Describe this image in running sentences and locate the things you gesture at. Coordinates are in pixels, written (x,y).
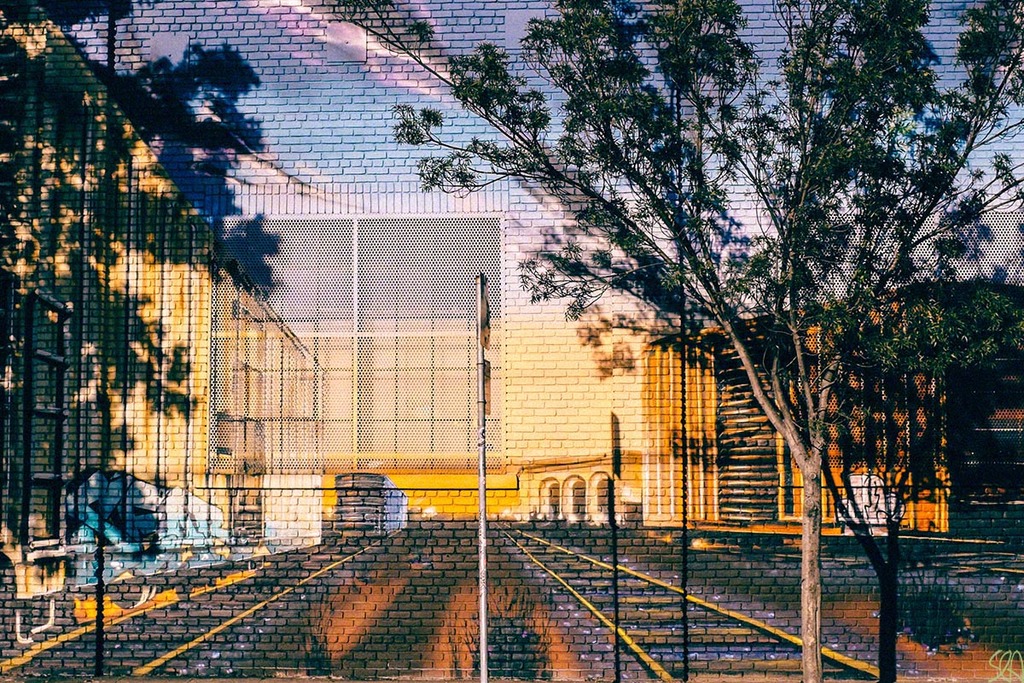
This looks like a 3D wall painting (368,351). These are the rail track (287,579), fence (279,393), buildings (120,280) and trees (591,156). This looks like a pole (480,398) with the boards (489,326) attached to it.
